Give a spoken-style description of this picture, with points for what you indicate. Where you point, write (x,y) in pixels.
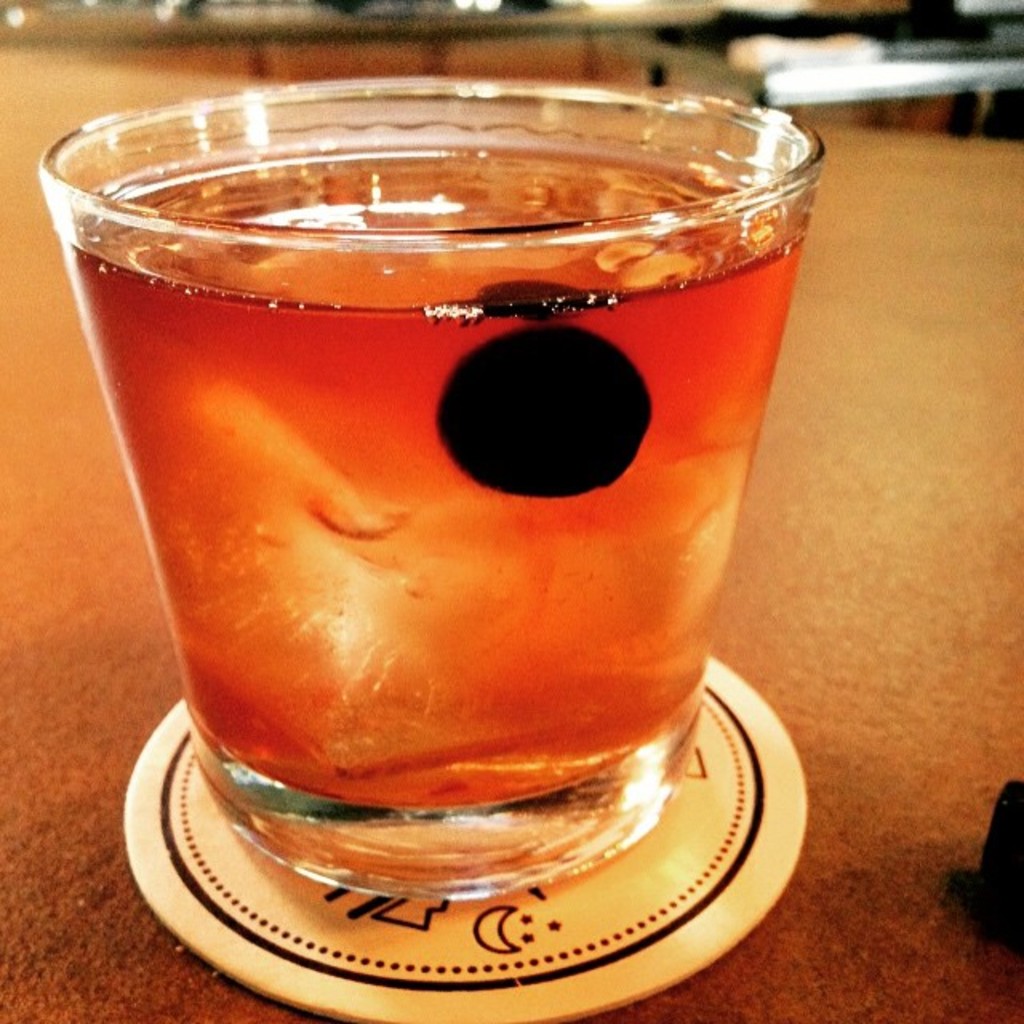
In the middle of the image (439,526) we can see a glass (462,364) with drink (450,366) in it.
